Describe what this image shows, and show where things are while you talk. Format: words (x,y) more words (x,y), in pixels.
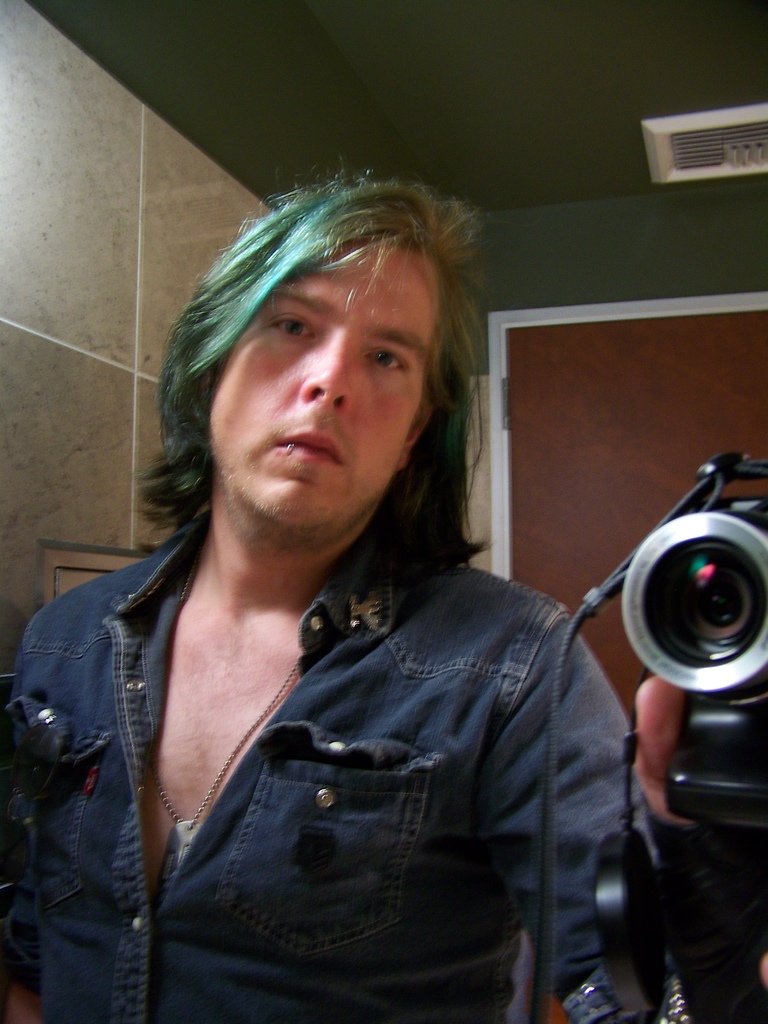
In this image we can see a person (272,258), holding a camera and posing for a picture in front of a mirror (583,153), behind him there is a wall (638,251) and a door (517,530).
